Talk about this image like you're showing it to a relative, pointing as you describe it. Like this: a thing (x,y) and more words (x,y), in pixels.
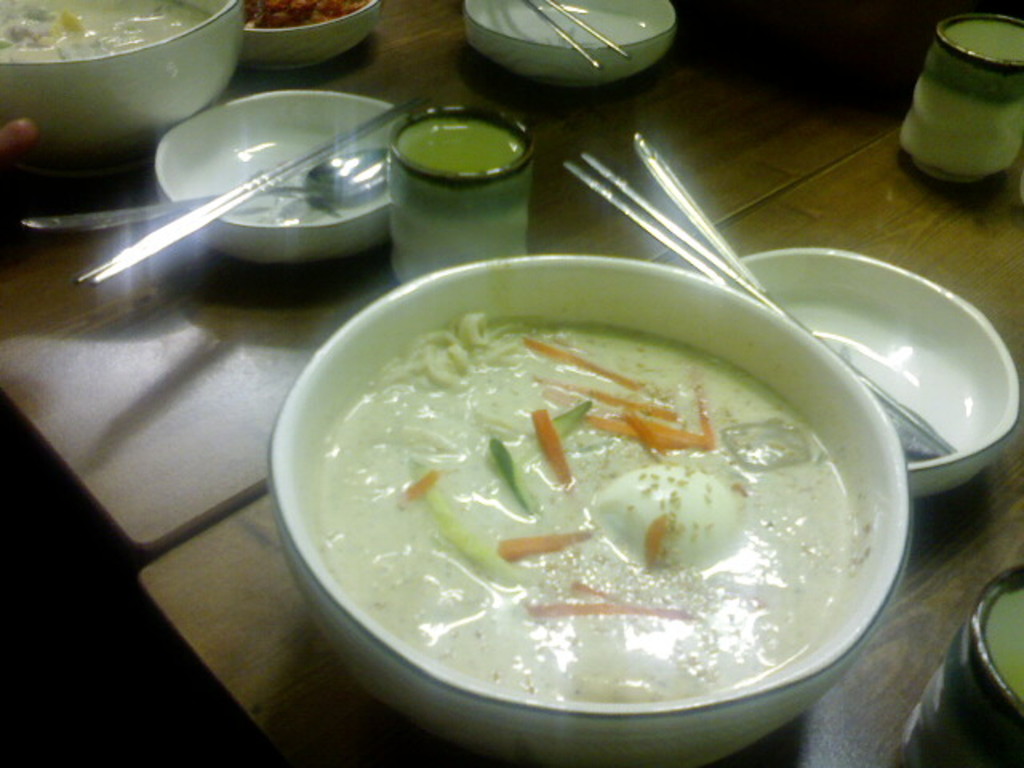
In this image at the bottom (294,581) there is a table (1014,483), on the table (1014,483) there are some bowls (967,348), cups (508,201) and in the bowls (315,226) there is some food (581,389) and spoons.
